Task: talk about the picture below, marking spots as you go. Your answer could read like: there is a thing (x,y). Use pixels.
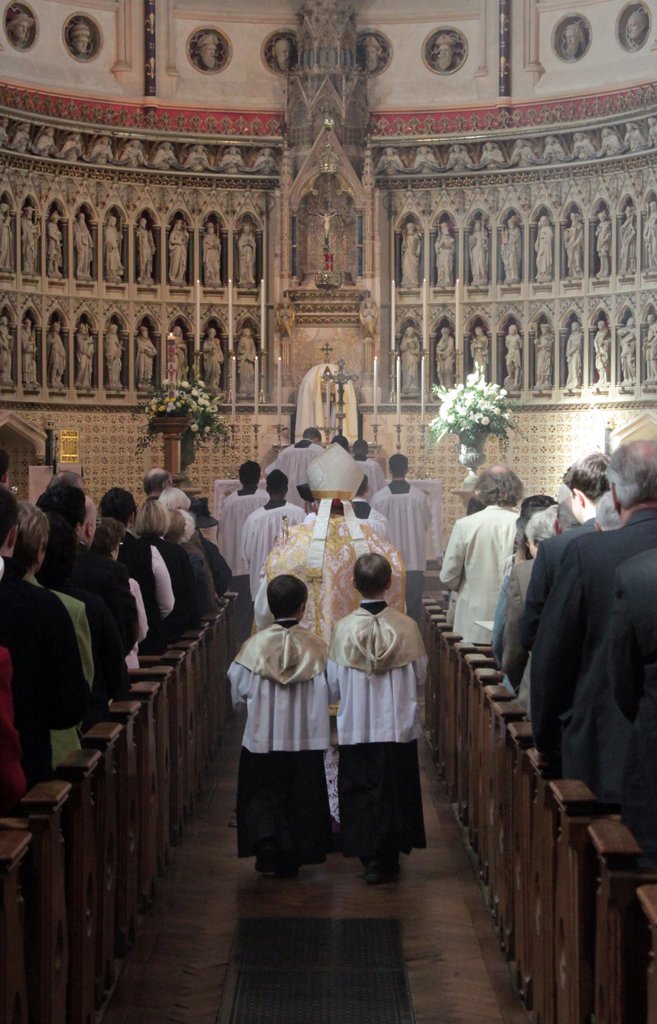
As we can see in the image there are chairs (82,846), many people (513,583) on both sides, bouquets (193,437) and statues (240,240).
